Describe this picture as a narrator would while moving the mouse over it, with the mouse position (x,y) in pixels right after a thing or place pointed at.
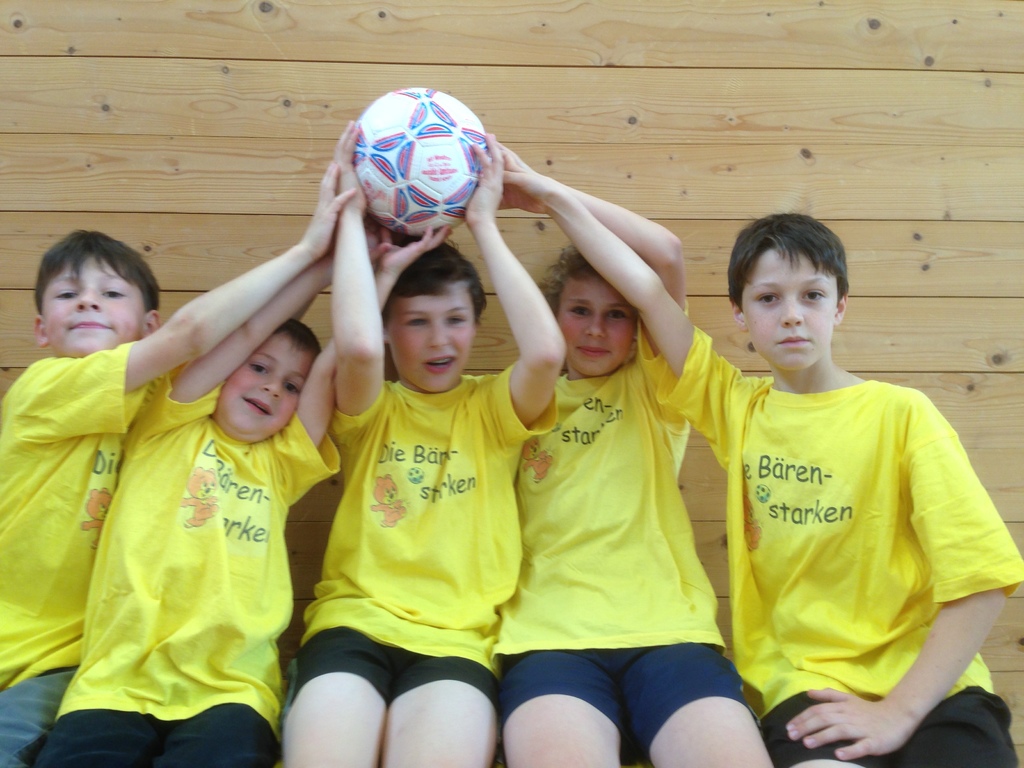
In this image, there are some kids (751,513) sitting and they all are wearing yellow color t shirts (367,418), All are holding a football (426,170), In the background (696,307) there a brown color wooden wall (764,106).
